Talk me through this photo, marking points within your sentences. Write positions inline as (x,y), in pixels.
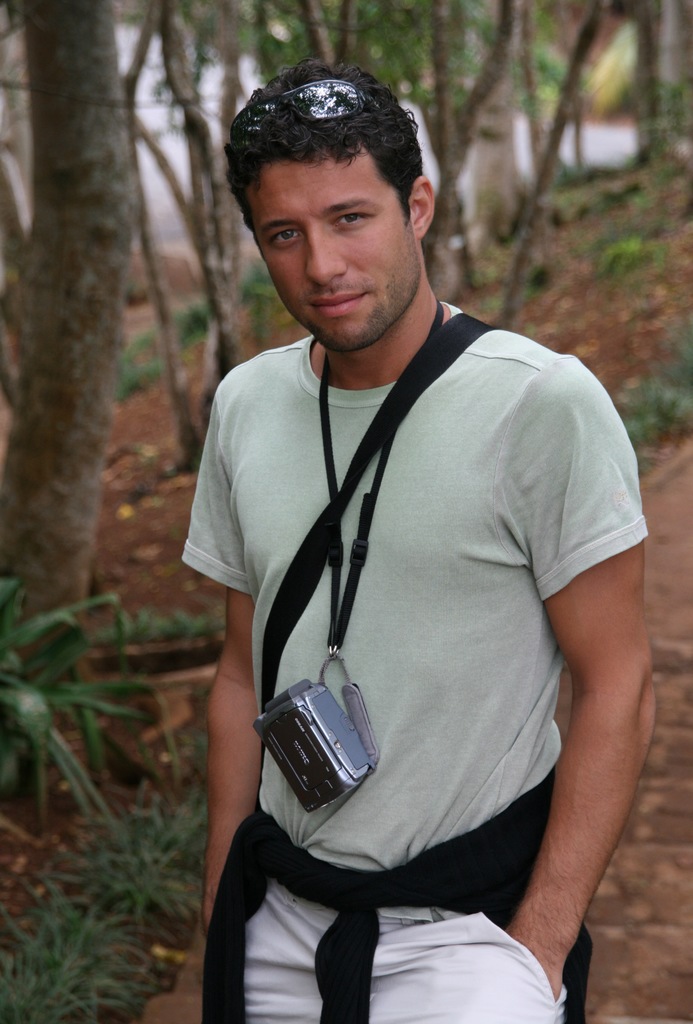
Here in this picture we can see a man (316,418) standing on the ground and we can see he is smiling and carrying a video camera (337,760) and goggles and behind him we can see the ground (150,743) is covered with grass (266,283), plants (95,739) and trees (113,258).
